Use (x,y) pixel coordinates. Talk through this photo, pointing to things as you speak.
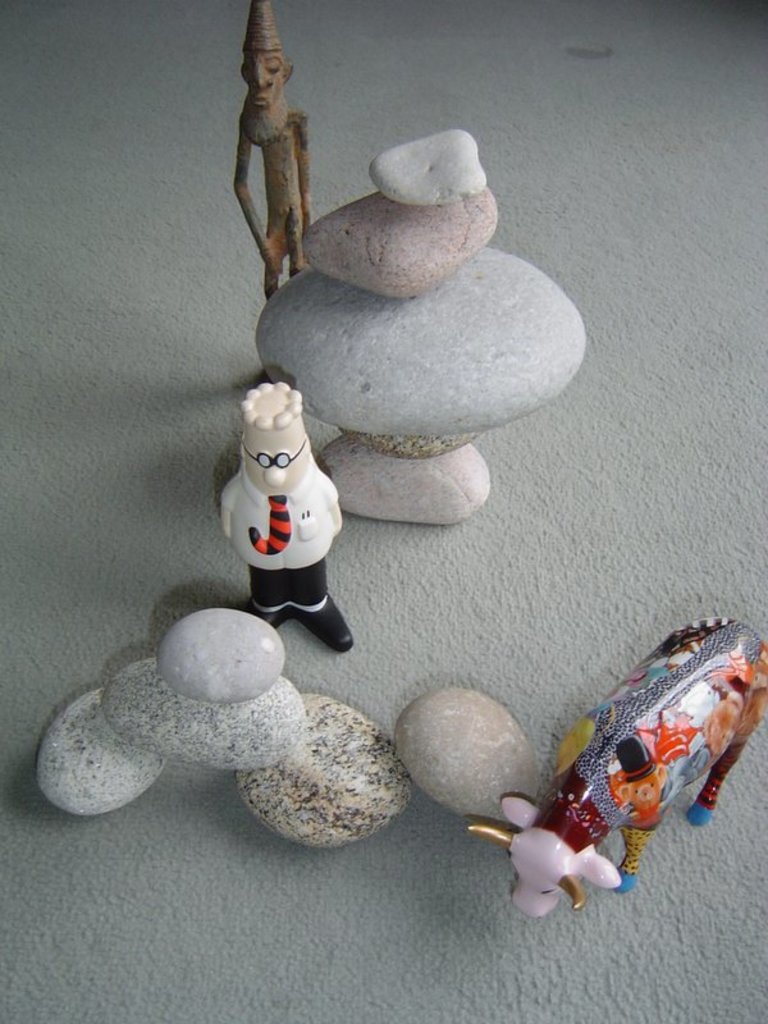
There are some stones (349,291) and toys (236,513) on a surface (458,874).
